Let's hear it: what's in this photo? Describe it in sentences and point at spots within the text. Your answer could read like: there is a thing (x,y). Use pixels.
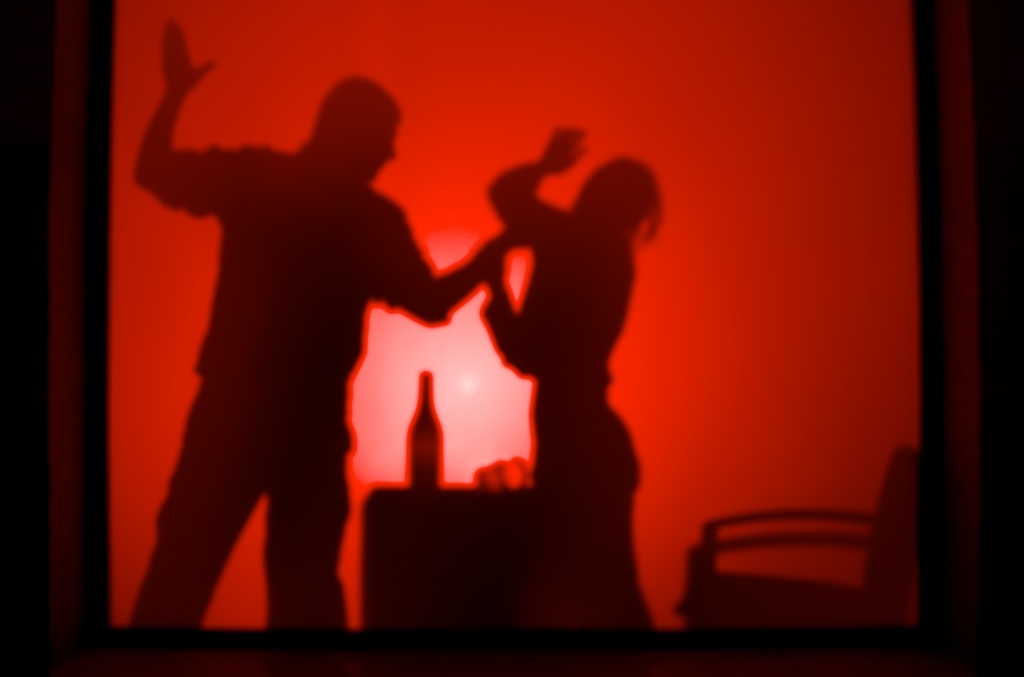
In the center (387,249) there is a red color object (671,105) on which we can see the shadow (551,501) of the chair (776,590) and two persons (316,282) standing and we can see the shadow (409,434) of some items (424,445) which are placed on the top of the table (428,589).
